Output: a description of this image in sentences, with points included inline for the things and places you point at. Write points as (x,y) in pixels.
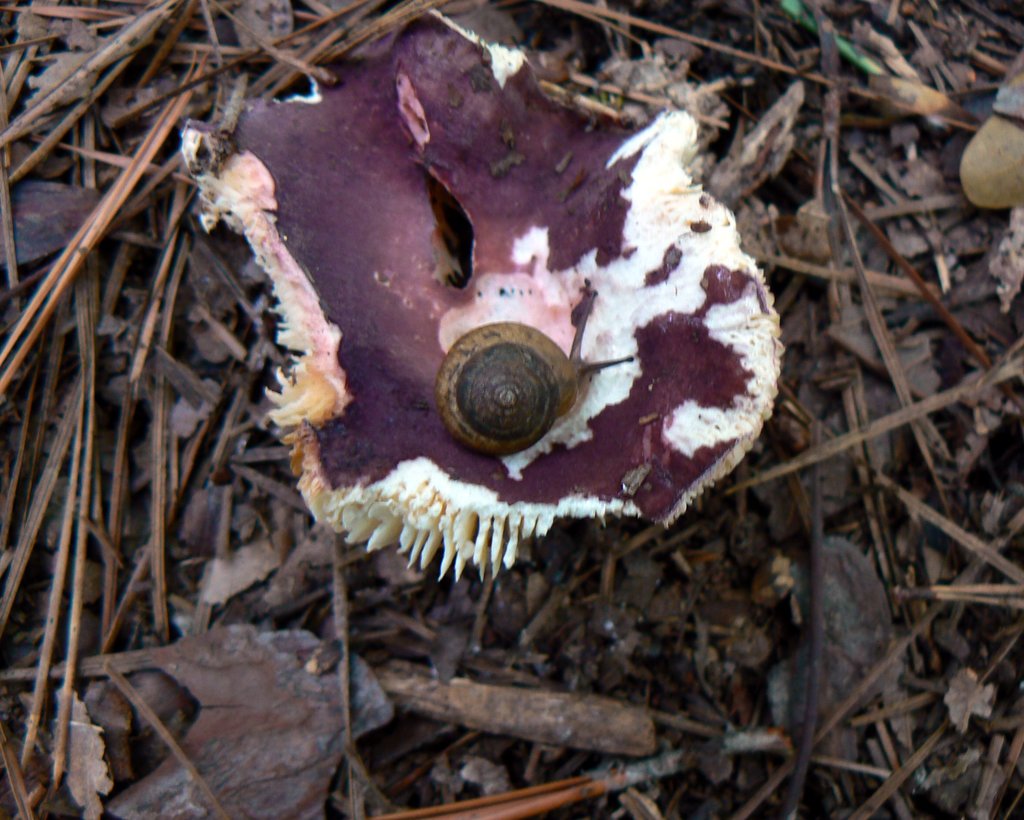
In this image there is a snail (514,354) on something (452,447) which is on the wooden pieces (547,601).
